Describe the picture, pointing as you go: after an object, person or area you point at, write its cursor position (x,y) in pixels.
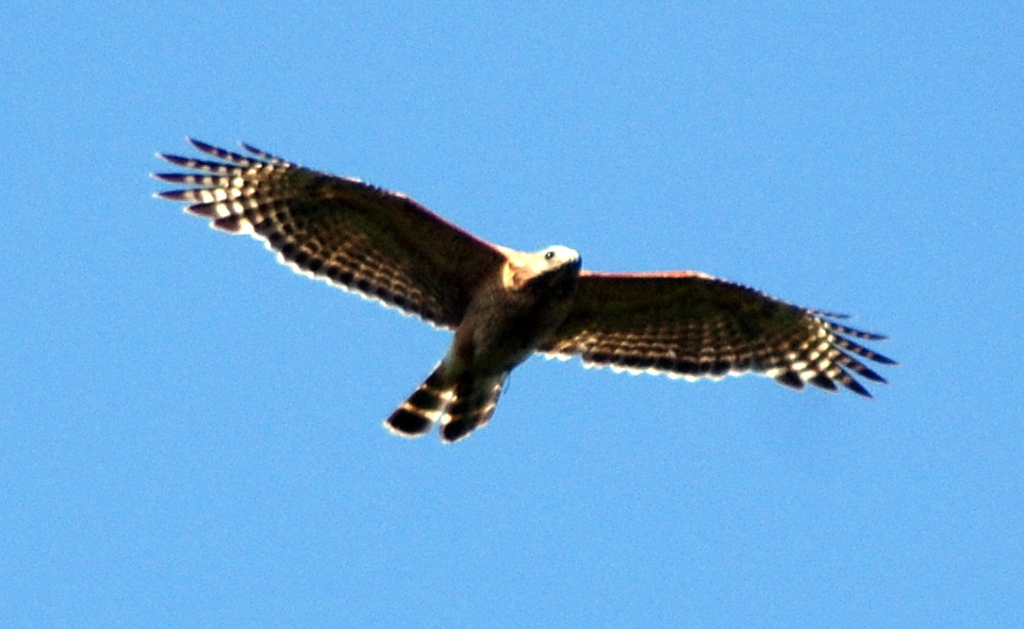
In the picture we can see an eagle (673,305) flying in the air (421,542), which is black in color with some white lines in the wings (647,292) and in the background (556,360) we can see a sky (450,542) which is blue in color.
